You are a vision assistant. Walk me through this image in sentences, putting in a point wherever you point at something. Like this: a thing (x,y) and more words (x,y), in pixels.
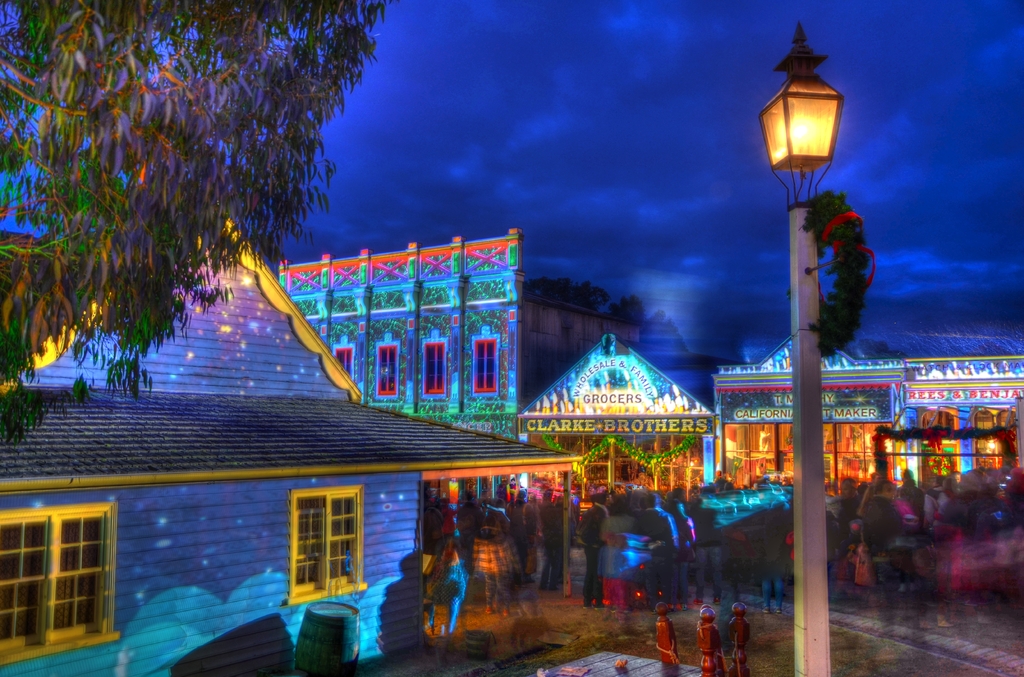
At the bottom of this image (931,499), there are persons (729,505), a light (806,85) attached to a pole (800,674), buildings (566,369) which are decorated with lighting (1000,372) and trees (1,167) on the ground (647,641). In the background (597,121), there are clouds (527,113) in the sky (530,89).
